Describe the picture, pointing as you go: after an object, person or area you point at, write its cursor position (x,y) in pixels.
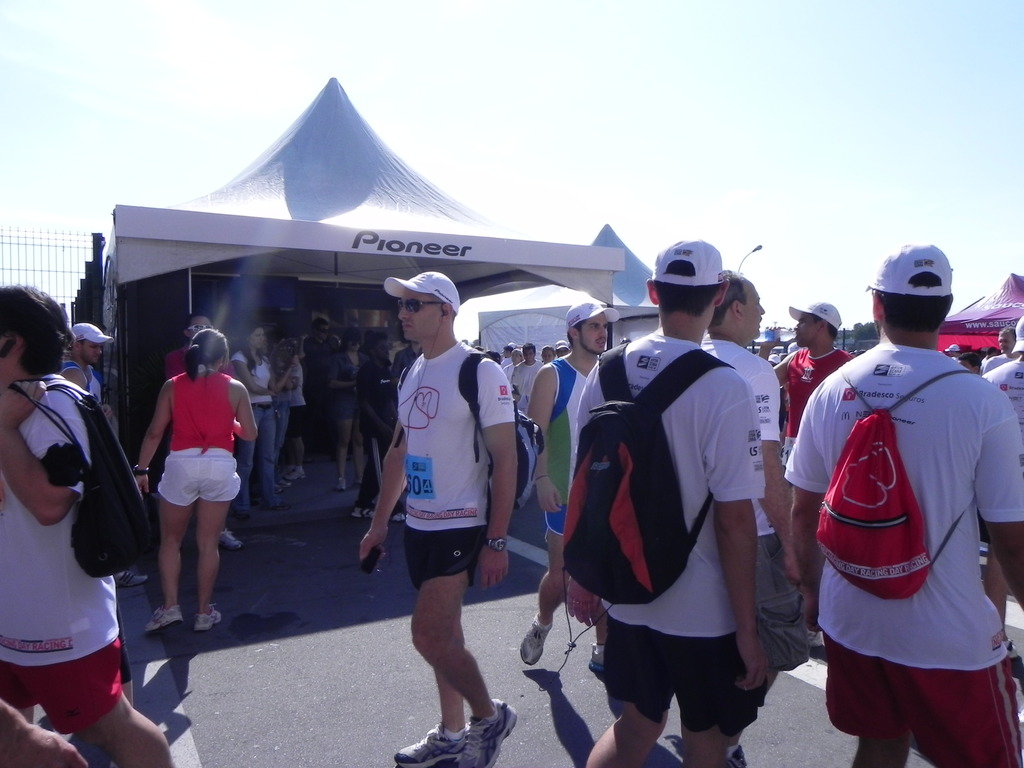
In this picture we can see group of persons (537,406) standing on the road (291,701). On the right (884,393) there is a man (969,440) who is wearing cap (894,260), t-shirt (919,469), bag (882,486) and shorts (921,683). Here we can see another group of persons (369,356) standing under the tent (352,236). On the left (58,288) we can see fencing (57,264). On the top (822,157) there is a sky (654,57). On the background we can see trees (858,326) and street lights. On the left (209,409) there is a woman (208,436) who is wearing red t-shirt (209,392), white short (184,493) and shoe (156,629).
